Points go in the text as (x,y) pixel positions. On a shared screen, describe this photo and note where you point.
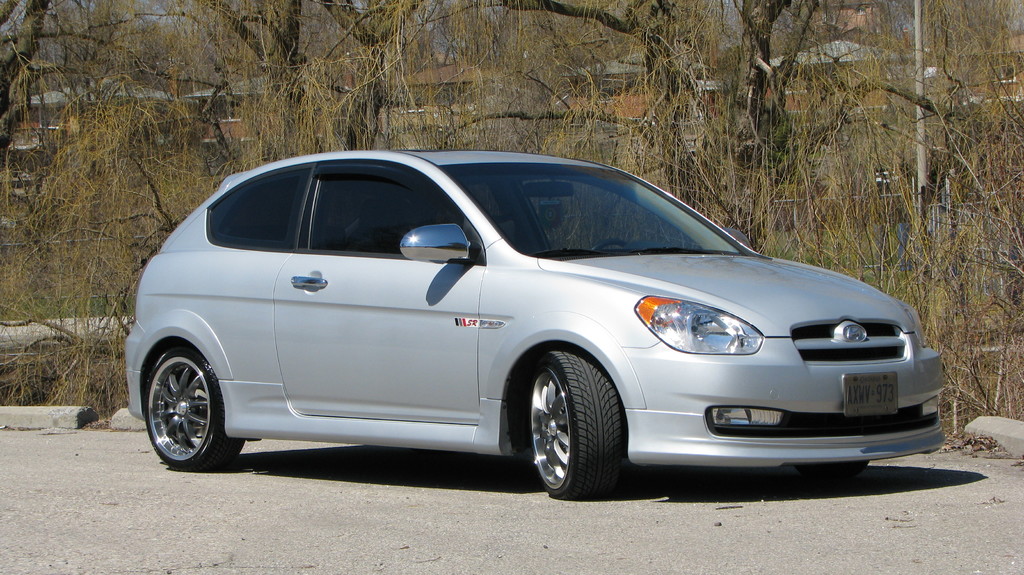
This picture is taken from outside of the city. In this image, in the middle (513,240), we can see a car (516,254) which is placed on the road (800,510). In the background (541,103), we can see some trees (353,85), houses (578,81), pole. At the top (96,2), we can see a sky (184,13), at the bottom (854,563), we can see a road (854,563).
